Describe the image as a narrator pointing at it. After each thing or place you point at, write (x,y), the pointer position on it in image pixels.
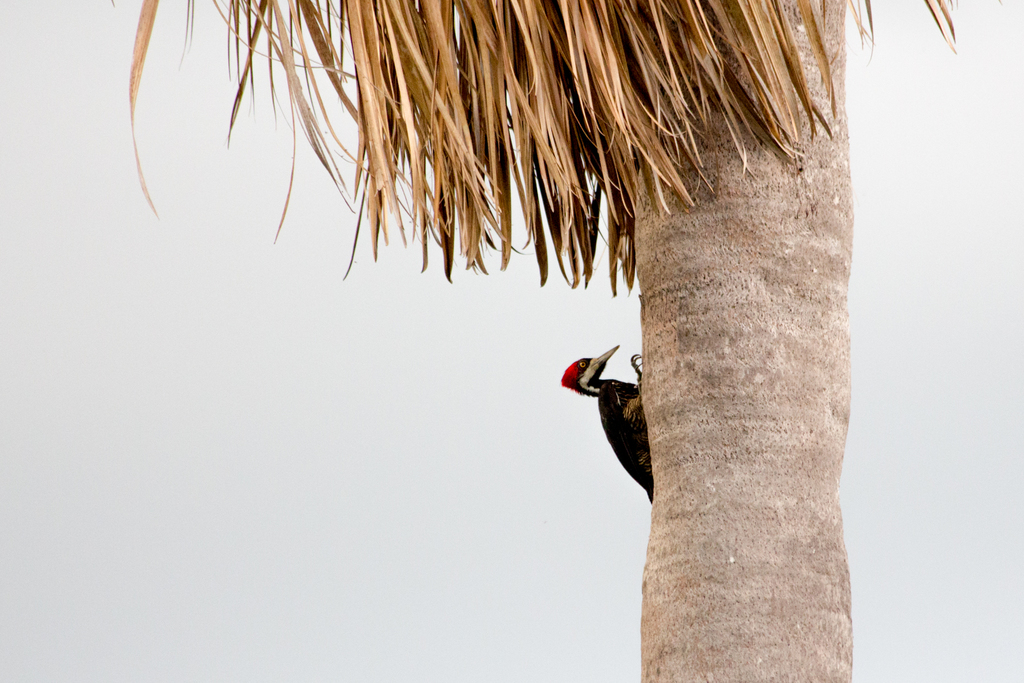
In this picture there is a bird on the tree (685,365). In the back (449,419) I can see the sky (170,528) and clouds (328,502).
